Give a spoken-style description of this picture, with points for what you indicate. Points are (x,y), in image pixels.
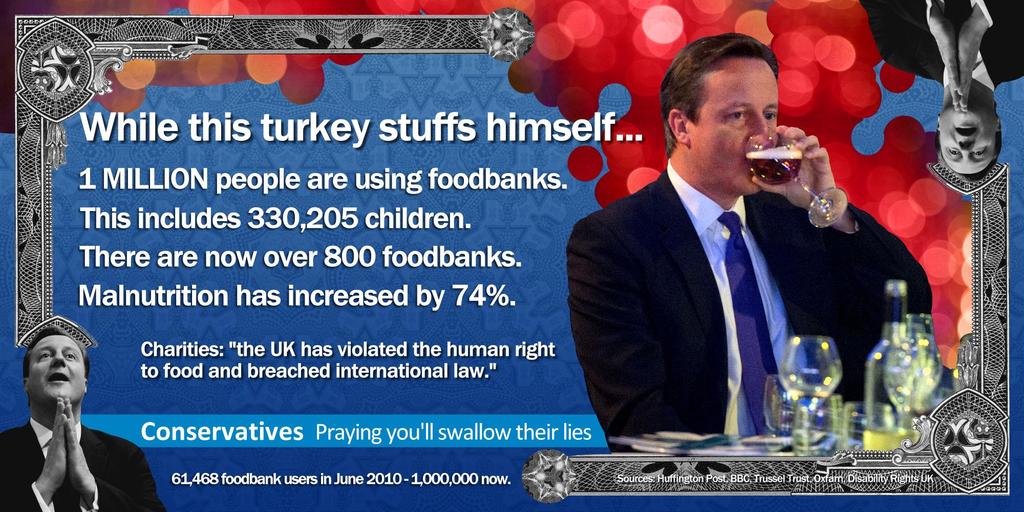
In the picture I can see the banner (395,47) which is in blue and red color in which I can see the images (111,440) of a person (781,266) wearing black color blazer (800,217) and here I can see glasses (840,425) kept on the surface (752,436) and this person (754,243) is holding a glass (834,199) with a drink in it. On the left side of the image (217,369) I can see some edited text (198,424).
